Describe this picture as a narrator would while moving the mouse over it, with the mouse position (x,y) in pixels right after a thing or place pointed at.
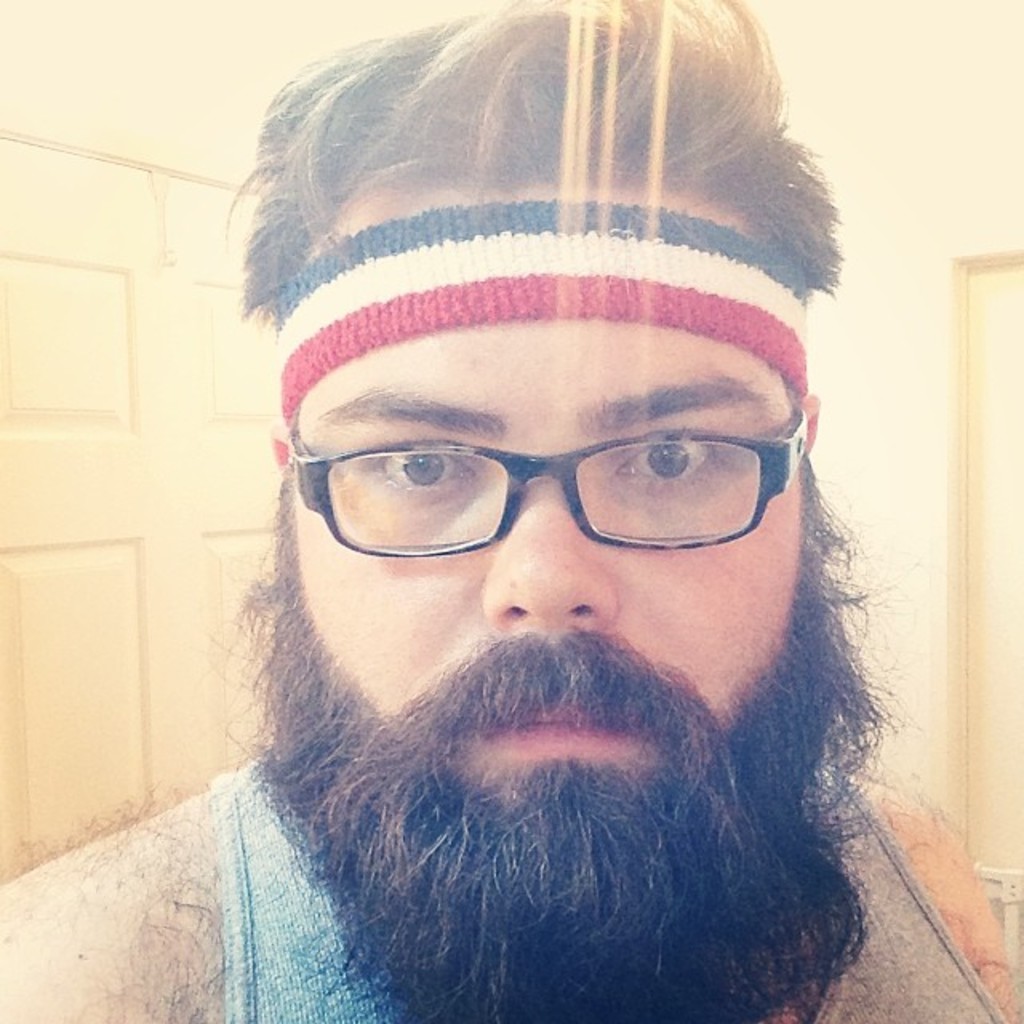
In this picture in the front (489,700) there is a man (519,676) wearing a specs (507,533) and in the background (168,439) there is a door (972,502).
